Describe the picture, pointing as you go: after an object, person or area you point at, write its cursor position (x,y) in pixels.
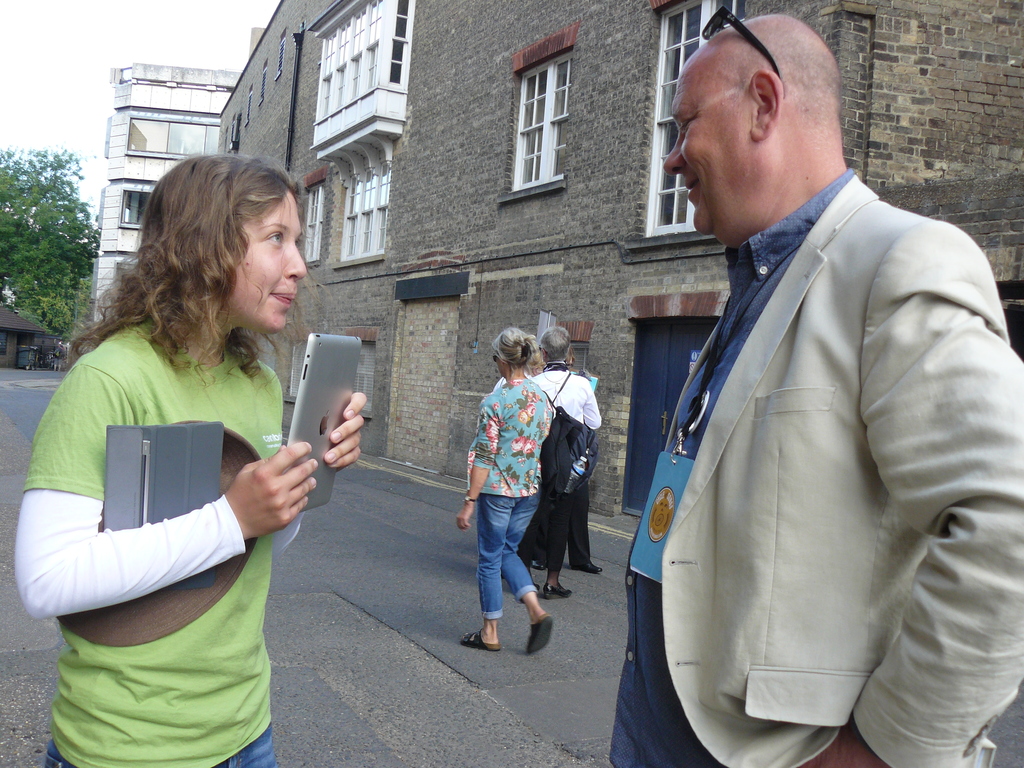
In this image we can see the people (492,497) walking on the road (474,537) and there are two persons (213,401) standing on the road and the other person (300,454) holding an object (316,417). In the background (461,138), we can see there are buildings (146,156), houses (14,337), trees (48,250) and sky (86,53).
